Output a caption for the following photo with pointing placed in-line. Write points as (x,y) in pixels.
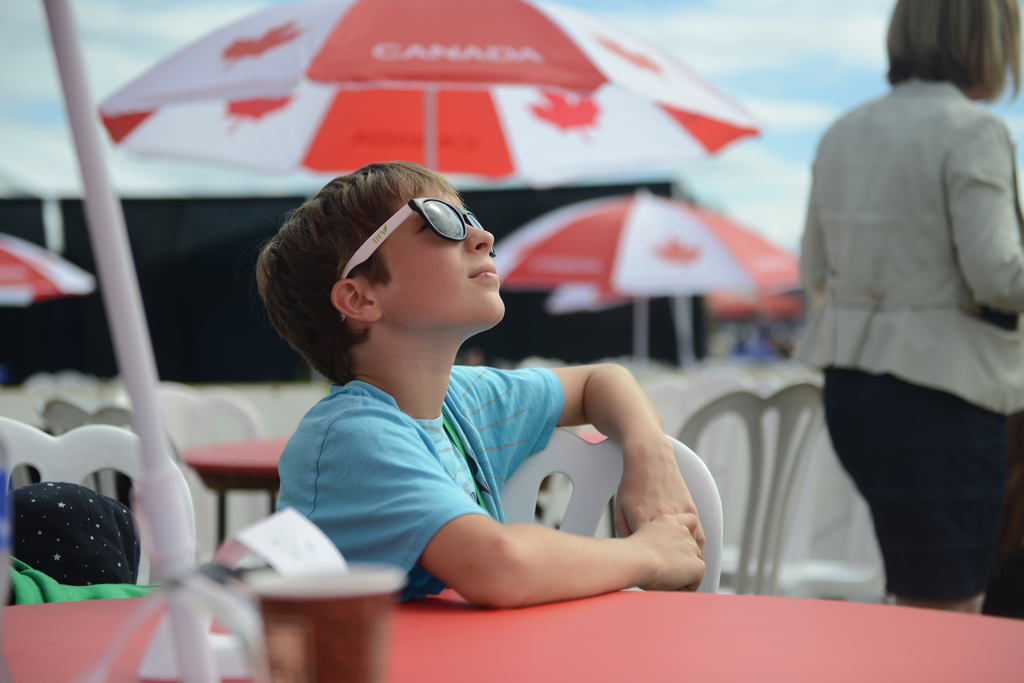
In this image there is the sky (797,84), there are umbrellas (474,154), there are tables (226,463), there are objects (242,578) on the table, there are chairs (603,510), there is a person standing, there is a person (620,569) sitting on the chair (587,475), there is an object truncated towards the left of the image (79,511), there are objects (92,534) on the chair (128,453), there is a chair (57,441) truncated towards the left of the image (69,459), there is a table (652,652) truncated towards the bottom of the image (636,663), there are objects (259,653) truncated towards the bottom of the image (302,638).
